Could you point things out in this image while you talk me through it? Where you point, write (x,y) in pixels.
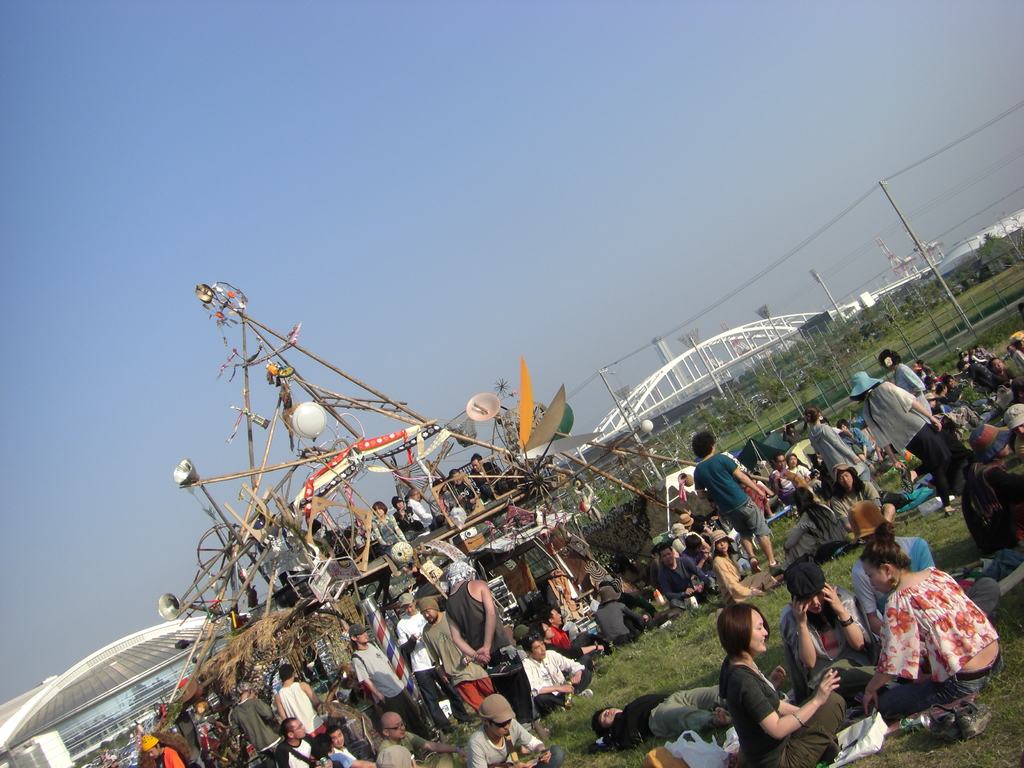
In the center of the image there are people (726,619) sitting on grass (902,749). In the background of the image (130,726) there is a building (200,619). There is a bridge (732,331). There are poles (888,202). At the top of the image (249,136) there is sky (422,139).
